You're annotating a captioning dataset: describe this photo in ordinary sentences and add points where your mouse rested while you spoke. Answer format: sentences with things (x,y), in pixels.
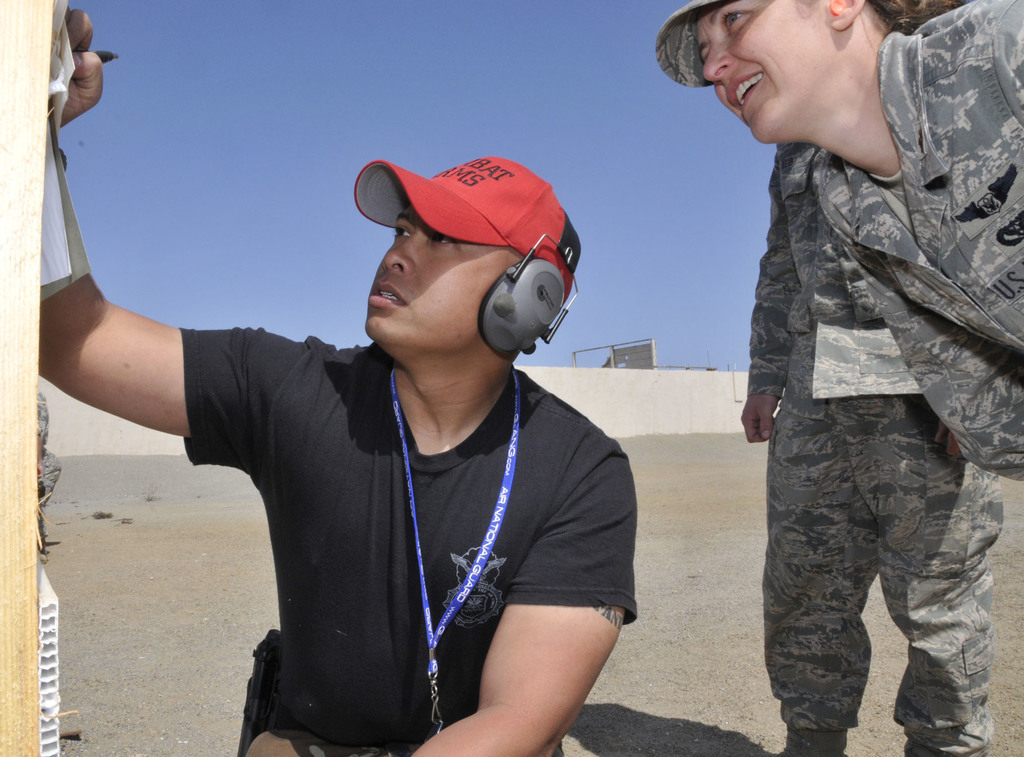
This is an outside view. Here I can see a person (444,451) is sitting and two persons (881,207) are wearing uniform (844,292) and standing. These people (816,382) are looking at the left side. On the left side (12,491) there is a wooden object (21,290). The person (352,388) who is sitting is holding a pen (115,53) in the hand (84,30) and writing something on the wooden object (49,57). In the background (637,404) there is a wall (640,381). At the top of the image (279,85) I can see the sky (204,54). This person (264,488) is wearing a t-shirt (363,441) and cap (477,213) on the head (423,254).
